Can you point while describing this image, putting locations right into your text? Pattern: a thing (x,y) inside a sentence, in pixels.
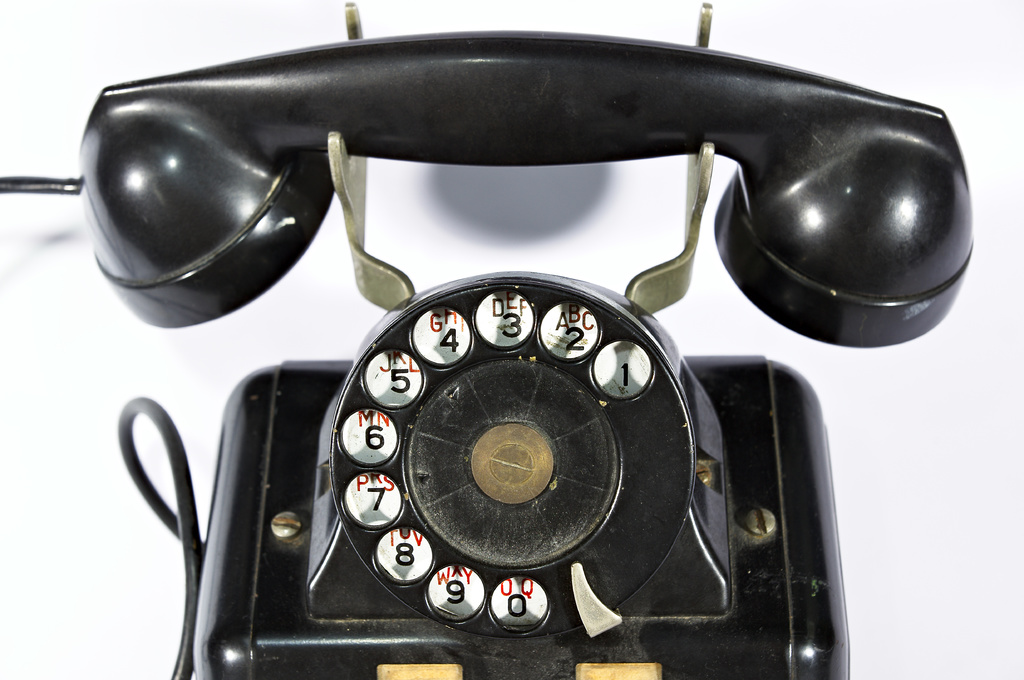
In this image I can see the telephone (290,378) which is in black color. It is on the white color surface (924,383).
